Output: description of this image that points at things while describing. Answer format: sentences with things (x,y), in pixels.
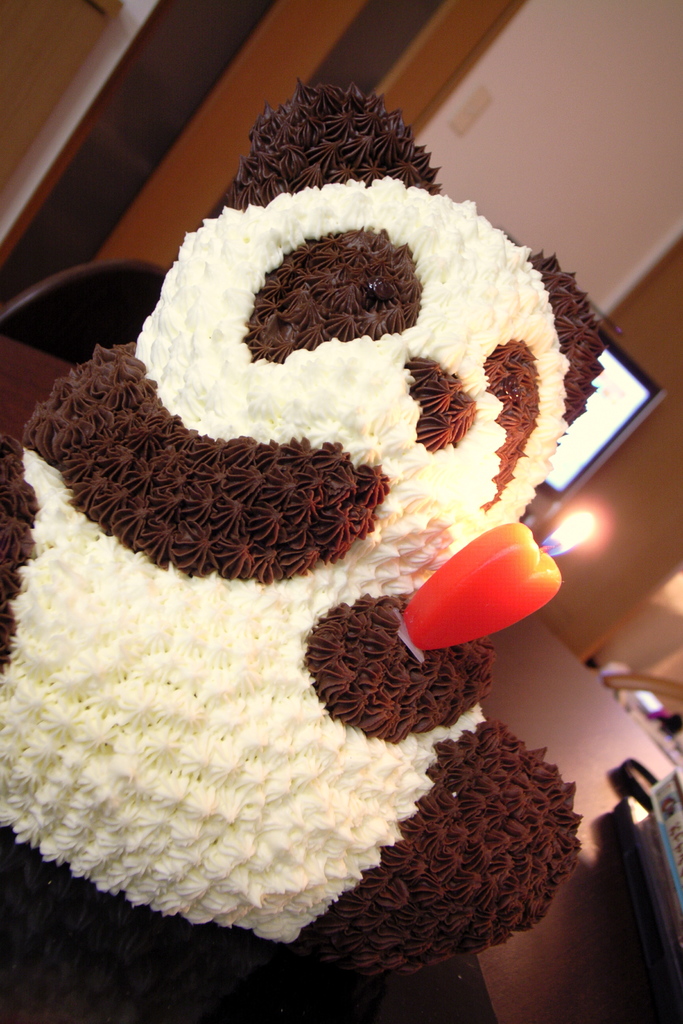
We can see cake (437,557) with candle (527,574) and objects (650,840) on the table (609,832) and chair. In the background (620,430) we can see television (612,381) and wall (625,116).
